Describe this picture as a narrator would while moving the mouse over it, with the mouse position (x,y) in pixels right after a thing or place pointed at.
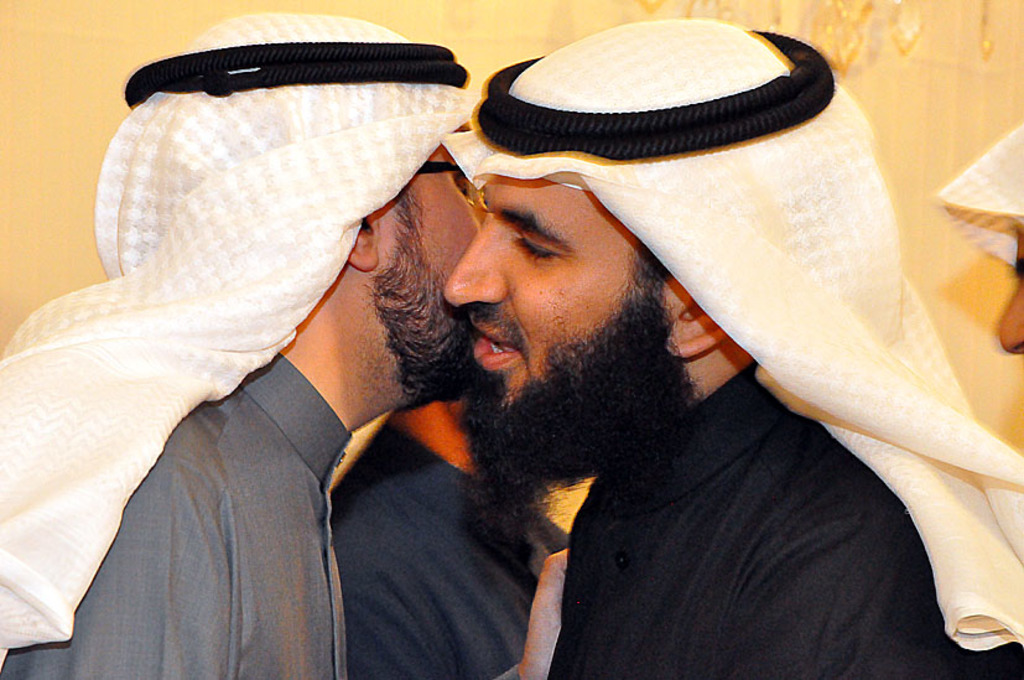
In this image in the foreground (397,326) there are two persons (537,246), who are talking and they are wearing arabic headscarves (736,228). In the background (976,280) there are some people (1010,261) and wall (425,12) and some objects (908,21), on the right side (873,48).
